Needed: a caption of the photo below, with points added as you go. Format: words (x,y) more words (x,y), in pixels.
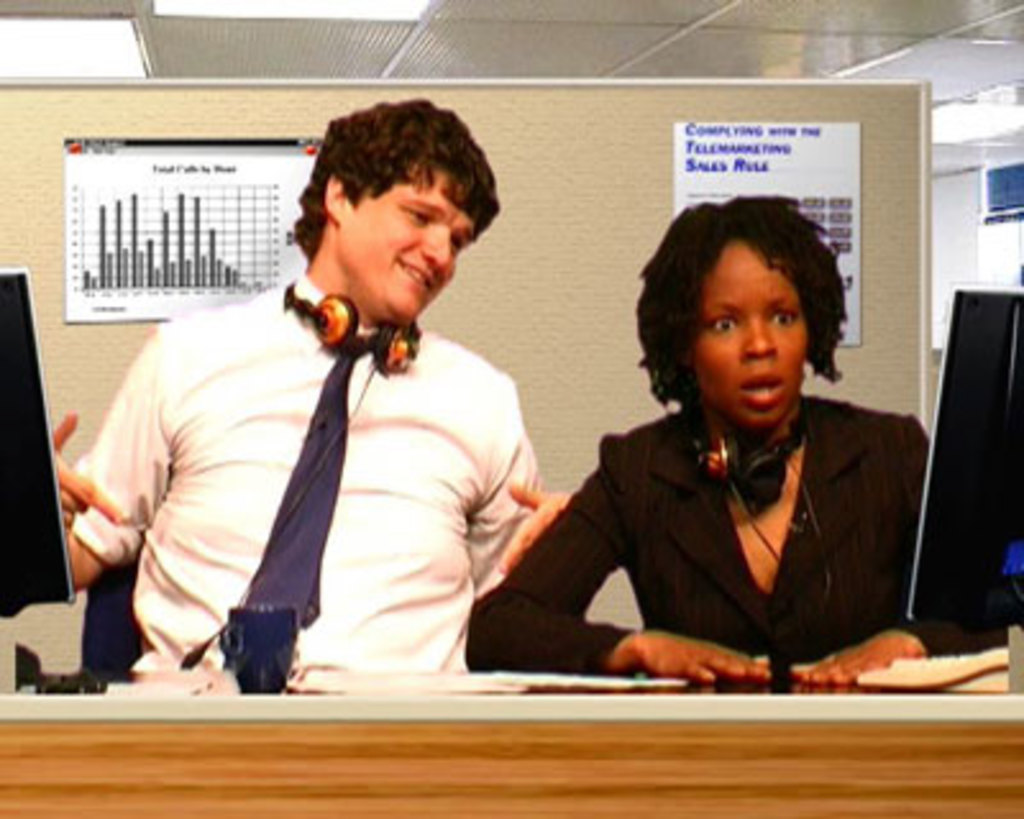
This image is taken indoors. At the bottom of the image (130,756) there is a table (109,748) with a few things (0,329) on it. In the background (18,170) there is a board (113,351) with a few posters (750,178) with text (700,165) on them. At the top of the image (170,37) there is a ceiling (474,65) with lights (45,47). In the middle of the image (344,397) a man (362,416) and a woman (652,542) are sitting on the chairs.
